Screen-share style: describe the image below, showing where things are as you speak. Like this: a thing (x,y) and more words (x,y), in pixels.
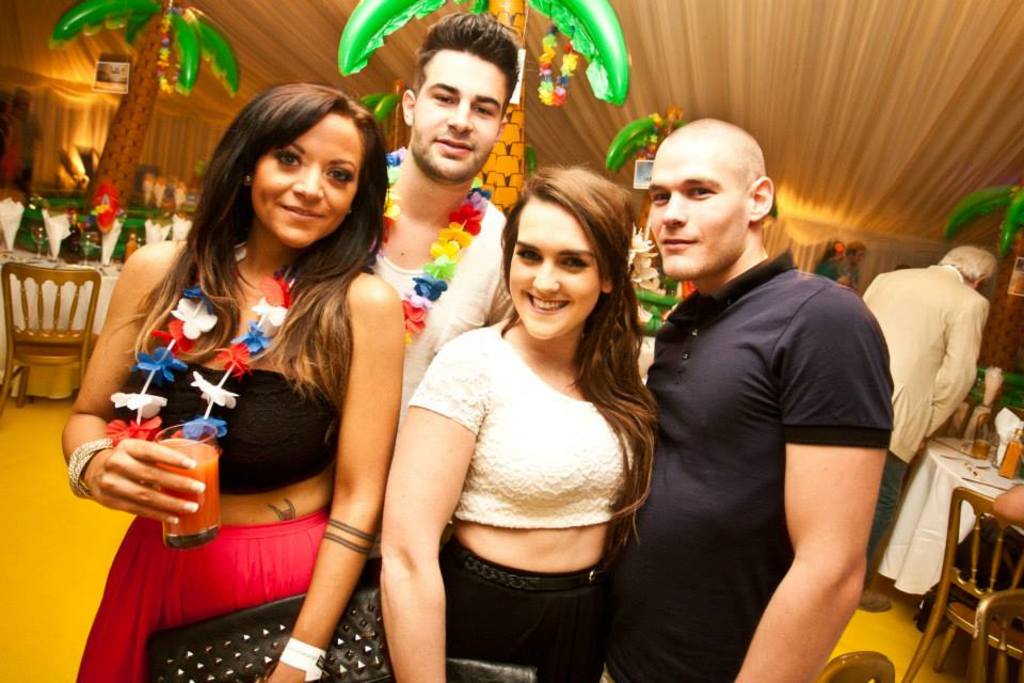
In the picture I can see a woman (225,270) wearing a dress (209,555), garland (207,388) is holding a glass (163,491) with a drink (213,537) in it is standing on the left side of the image (127,493) and we can see a woman (577,403) wearing white dress (448,384) is standing next to her and smiling and here we can see a man (666,441) wearing a black color dress (780,521) is standing on the right side of the image (736,387) and we can see another person (404,253) wearing white color T-shirt (421,272) and is smiling. In the background (982,631), we can see tables (21,296), chairs (968,610), few objects (12,241) and some decorative items (146,21) inside the tent (60,163).
